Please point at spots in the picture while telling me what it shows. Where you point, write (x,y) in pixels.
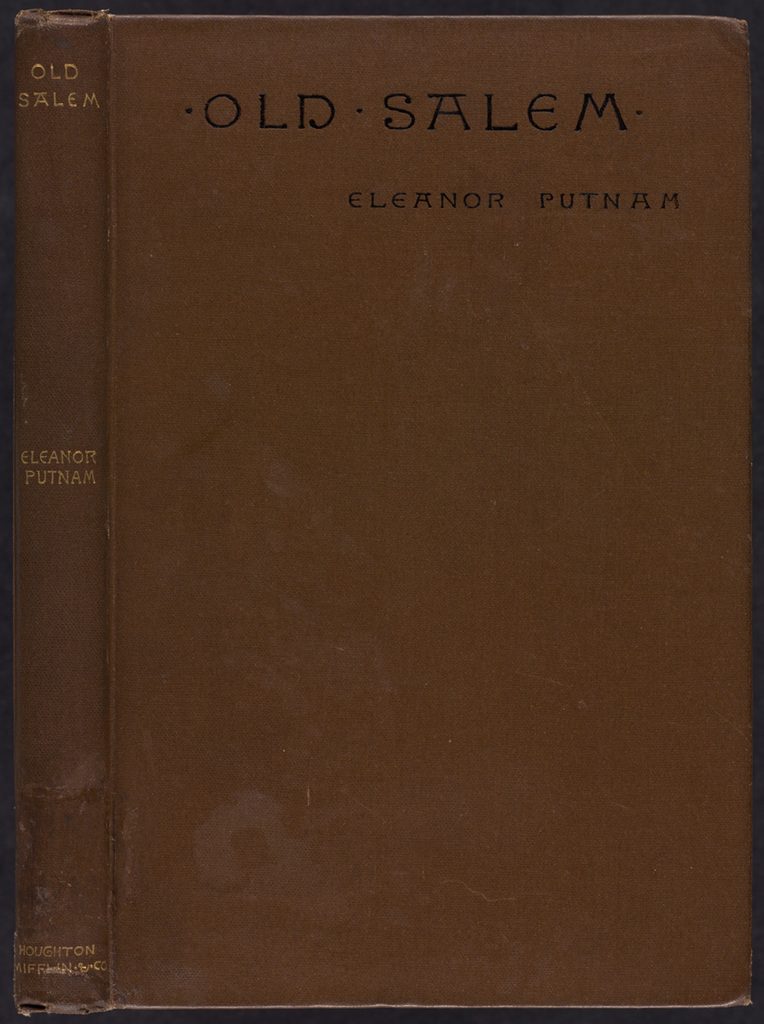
In this picture we can see a brown book (282,492) and on the book (278,531) it is written as " Old Salem".
